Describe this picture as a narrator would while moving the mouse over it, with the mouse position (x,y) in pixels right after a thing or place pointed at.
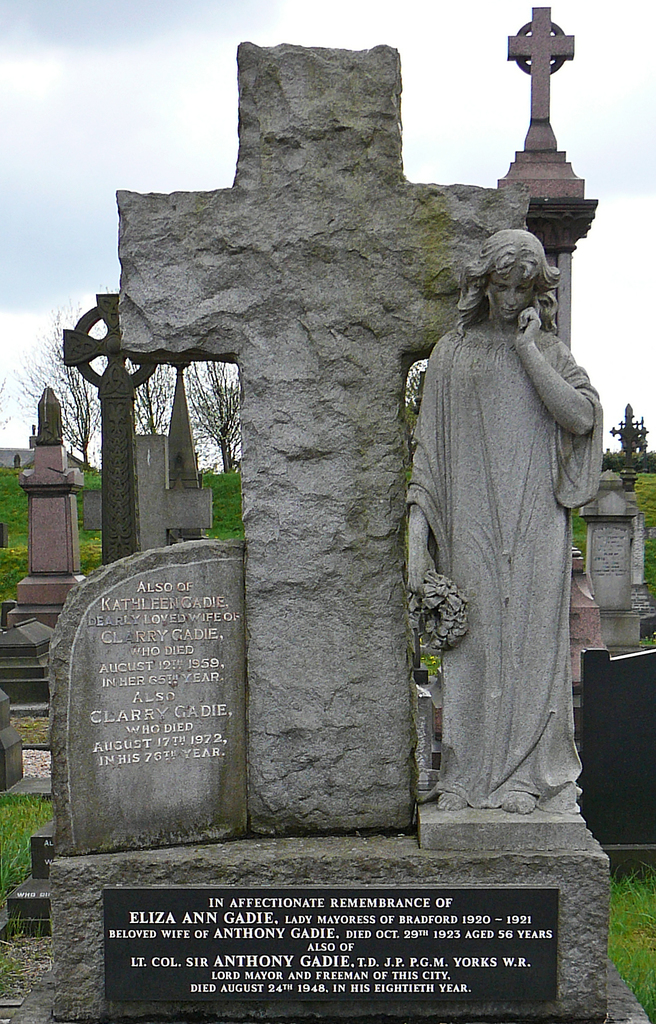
In the picture I can see few headstones (343,566) which has something written on it and there is a statue (596,441) in the right corner (544,594) and there is a greenery ground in the background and the sky (142,148) is cloudy.
